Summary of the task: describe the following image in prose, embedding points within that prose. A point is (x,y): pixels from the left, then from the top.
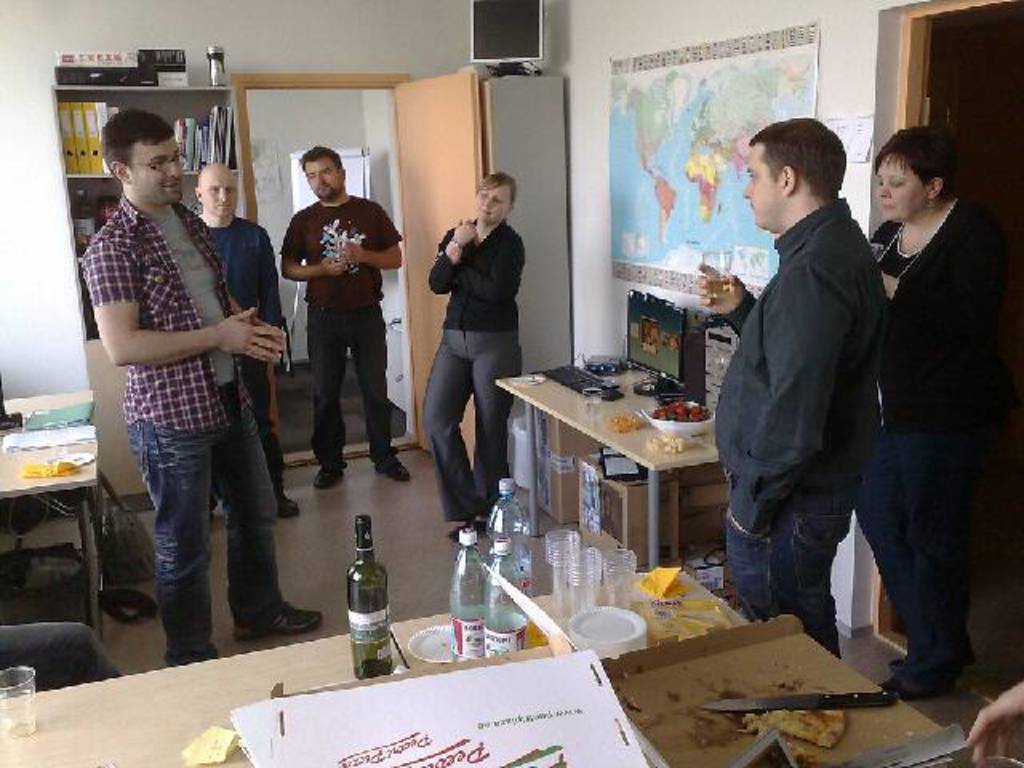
In this image there are group of people (845,401) standing near table (653,447), there is monitor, keyboard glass (596,405), mouse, bowl (658,425), food (663,417), a map (695,253) attached to a wall (636,35), speaker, door (423,132), books (193,128) in rack (60,116), table (277,681), bottle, glass (592,594), plate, knife (859,698), pizza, box (469,739), chair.
